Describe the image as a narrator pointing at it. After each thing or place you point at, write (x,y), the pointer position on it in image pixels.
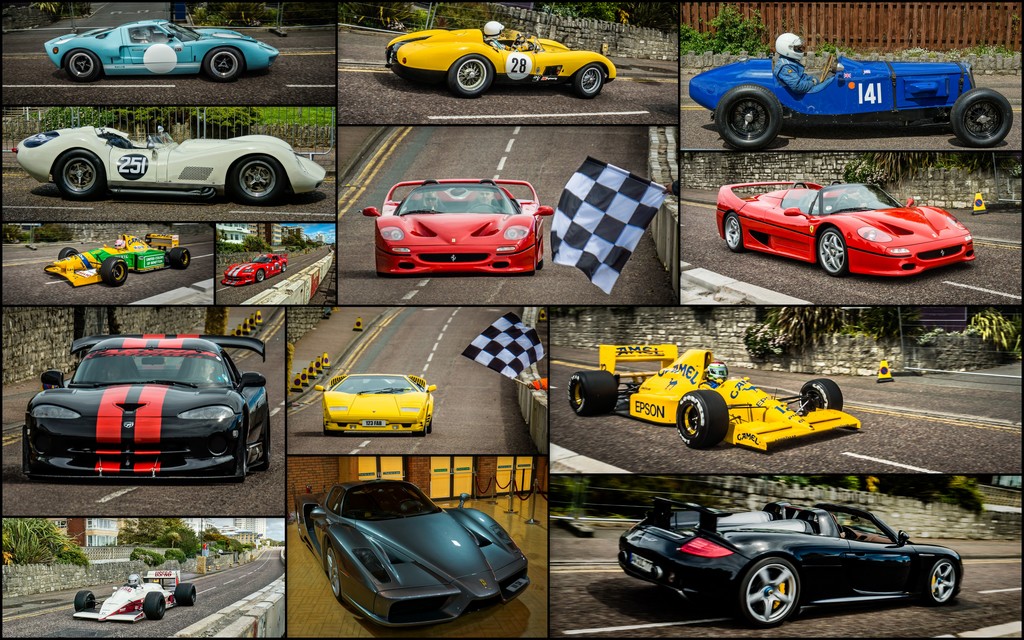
In this picture there is a collage of cars (463,239) in the center of the image (624,271), which includes different types of cars (802,199) in it.
